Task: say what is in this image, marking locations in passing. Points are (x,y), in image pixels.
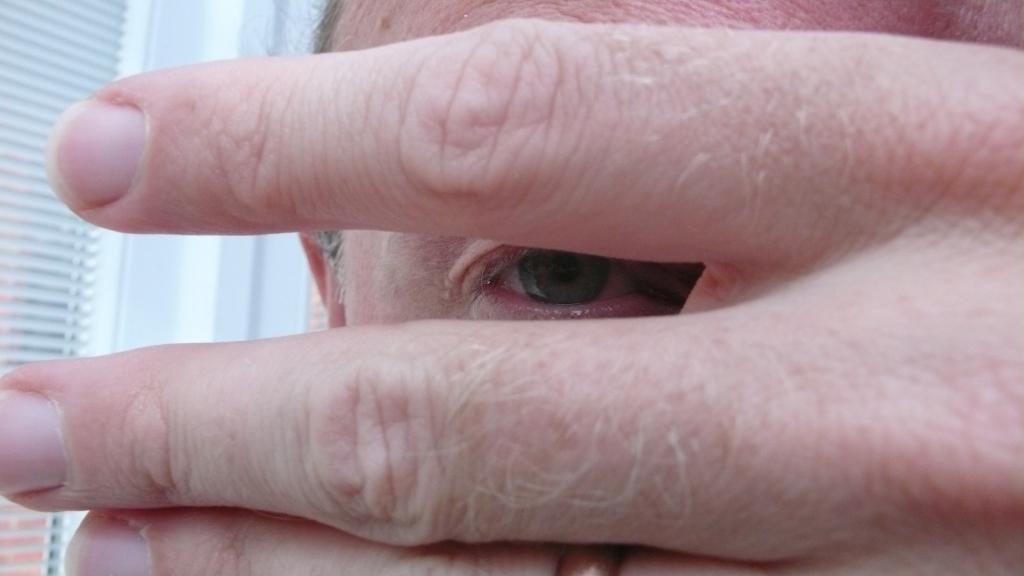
In this image we can see persons eye (495,288) and fingers (384,407), also we can see a wall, and a window (166,265).
